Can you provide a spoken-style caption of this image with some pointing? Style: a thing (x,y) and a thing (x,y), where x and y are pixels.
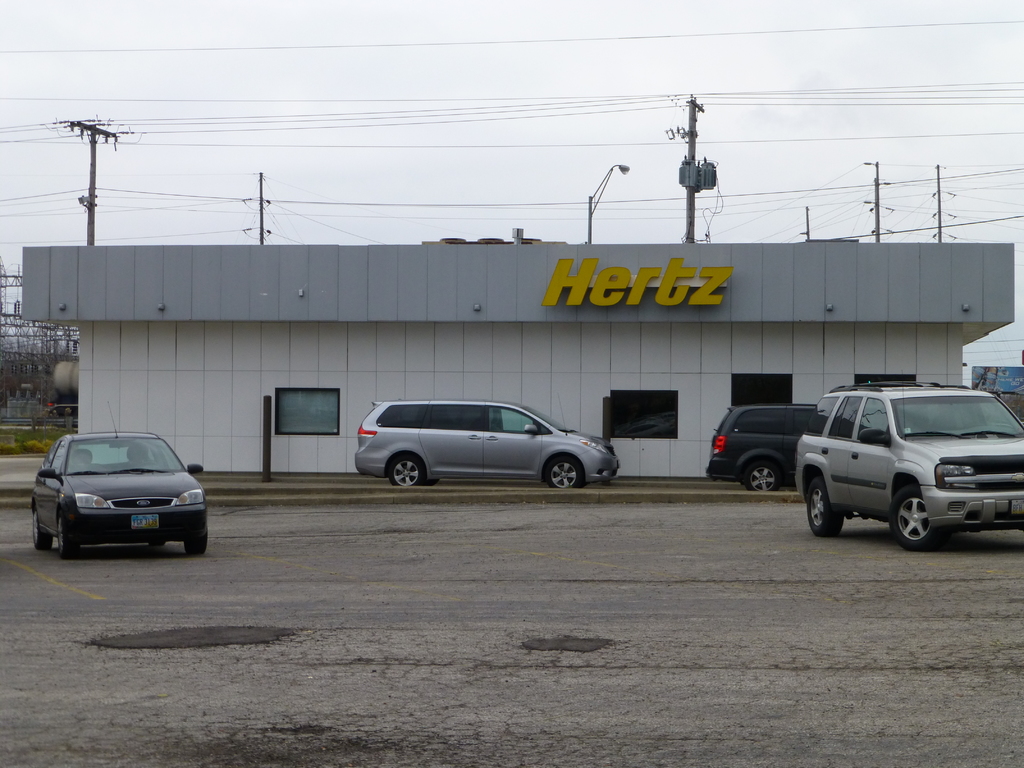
This image consists of a store (222,370). There are cars (391,449) in the middle (603,448). There is sky (454,148) at the top (444,217). There are poles (693,96) in the middle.
